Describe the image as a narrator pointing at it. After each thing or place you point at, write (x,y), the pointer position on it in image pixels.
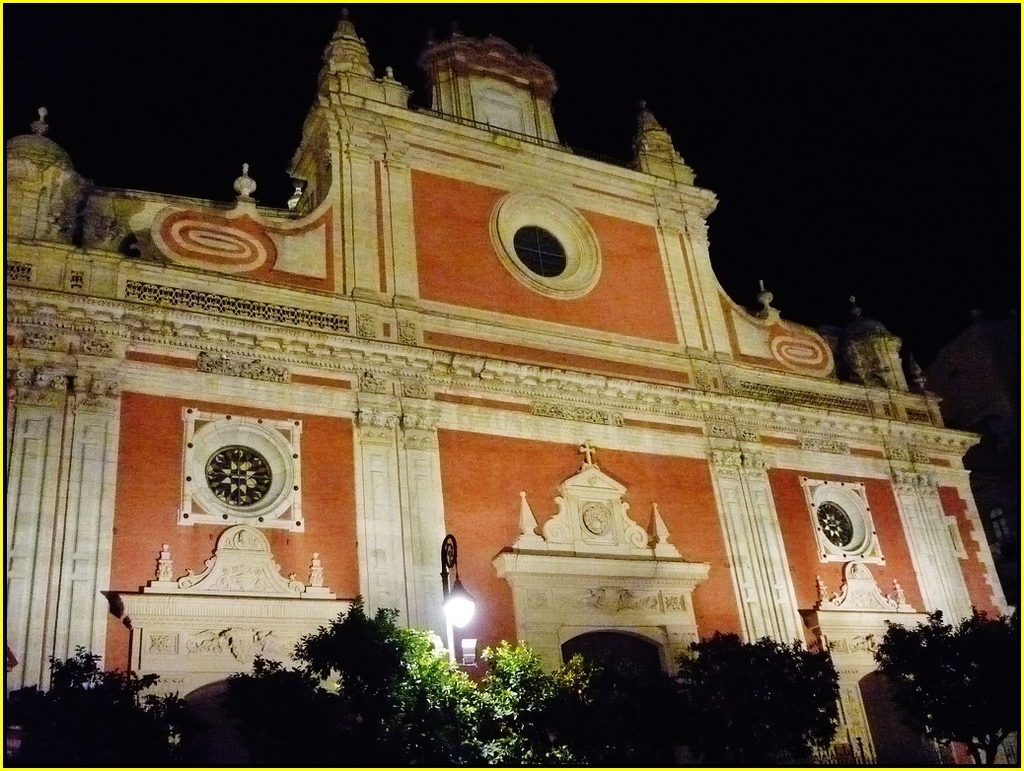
In this picture there is a building (157,388). On the bottom (1013,674) we can see many trees (394,661). Here we can see street light (445,573) near to the building (394,566). On the top (953,64) we can see the darkness (830,140).
